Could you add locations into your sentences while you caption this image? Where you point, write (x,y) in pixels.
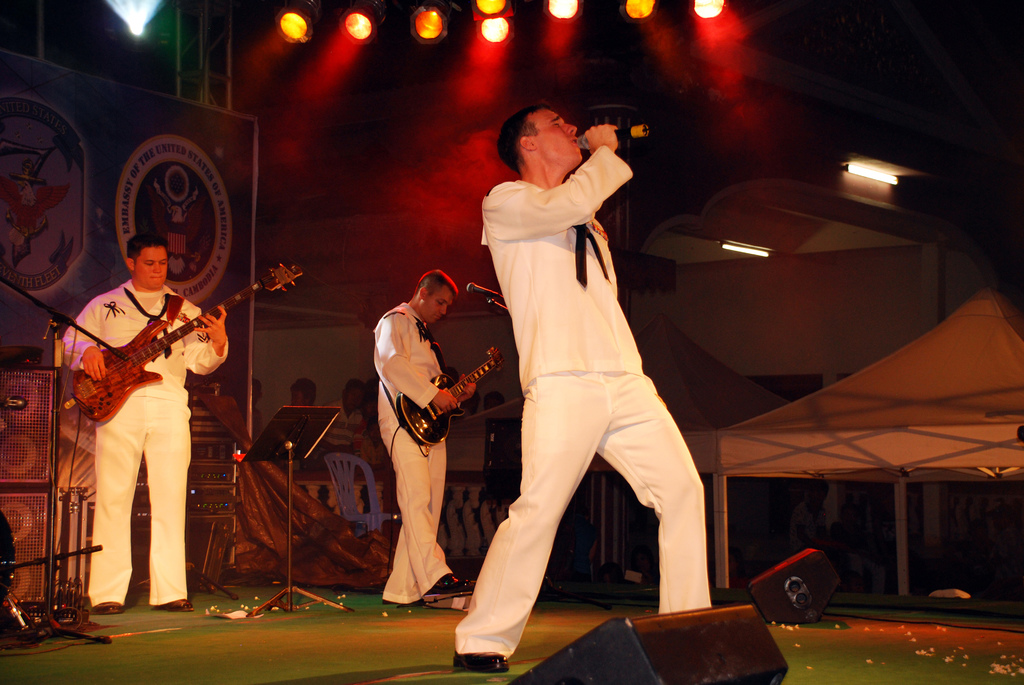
In this picture there are three musicians (417,351). Among them two people (175,397) are playing guitar (136,352) and a guy (532,422) is singing song with a mic (631,132) in his hand (609,129). In the background (431,31) we observe red color lights (445,35) attached to the roof (481,17).
